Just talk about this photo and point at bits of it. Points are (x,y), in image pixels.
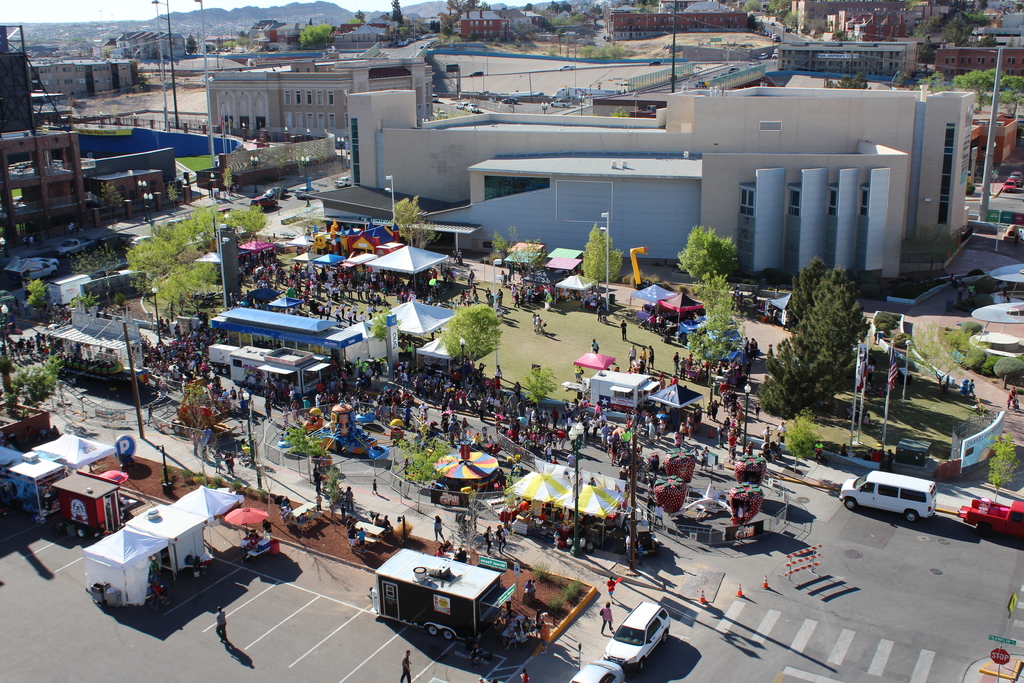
This image is taken from the top, where we can see vehicles (863,476) on the road (822,585), tents (214,509), shelters (413,333), persons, poles (127,346), trees (832,345), sign board (999,651), traffic cones (741,595) on the road (782,588), flags (892,371), grass (947,410), buildings (765,206), roads (291,182), mountains (180,18) and the sky (104,10).
